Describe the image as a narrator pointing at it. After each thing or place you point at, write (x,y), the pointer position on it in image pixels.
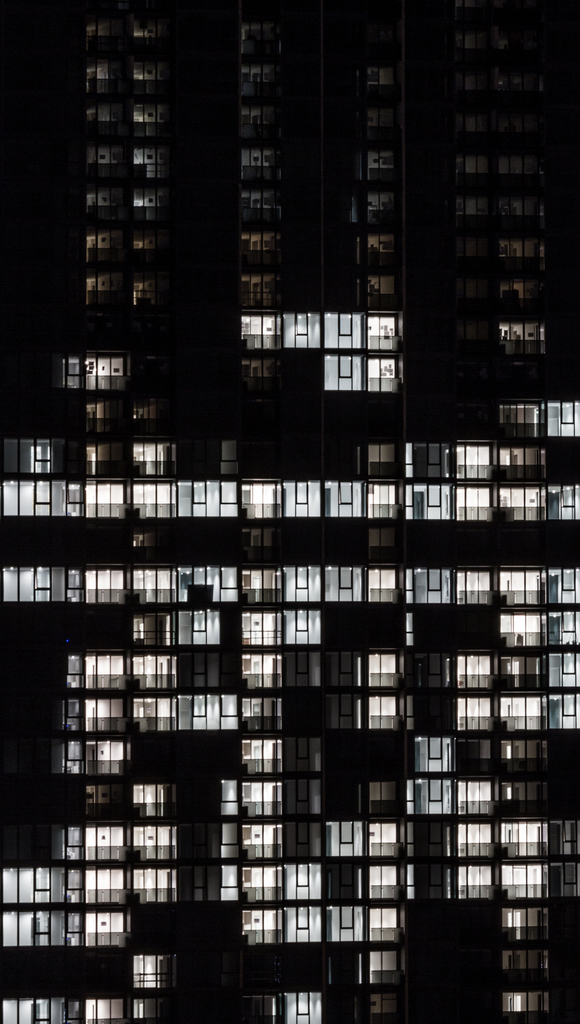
In this image we can see many windows (343,327) of buildings (246,534) with lights (245,760). And the image is looking dark.
